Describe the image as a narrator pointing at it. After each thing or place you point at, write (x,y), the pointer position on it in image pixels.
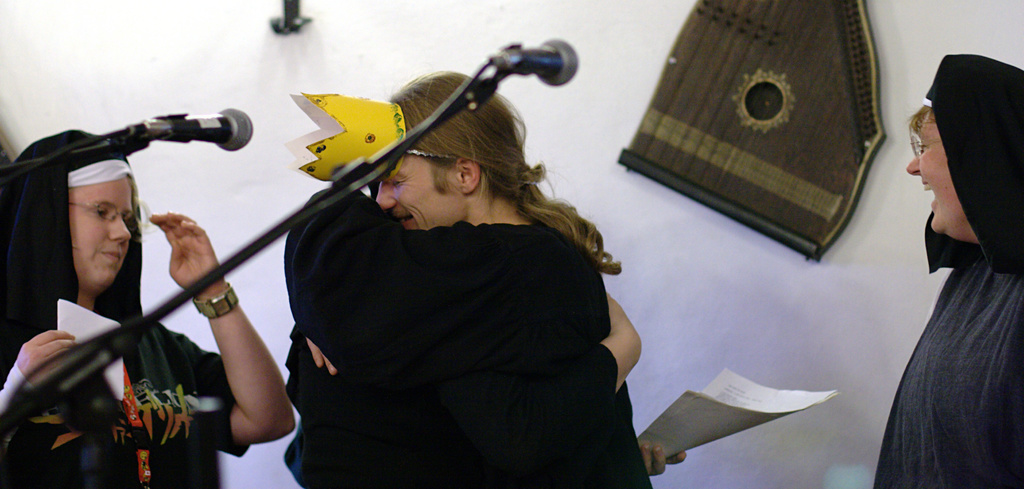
In the image we can see there are people (345,295) standing and there are two people (501,255) hugging each other. There is a paper crown (365,113) on the person's head (470,130) and there are mics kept on the stand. Behind there is a wall (745,444) and there are two people (610,433) holding papers (743,424) in their hand (45,359). There is a wooden decorative item (770,160) kept on the wall (906,79).
